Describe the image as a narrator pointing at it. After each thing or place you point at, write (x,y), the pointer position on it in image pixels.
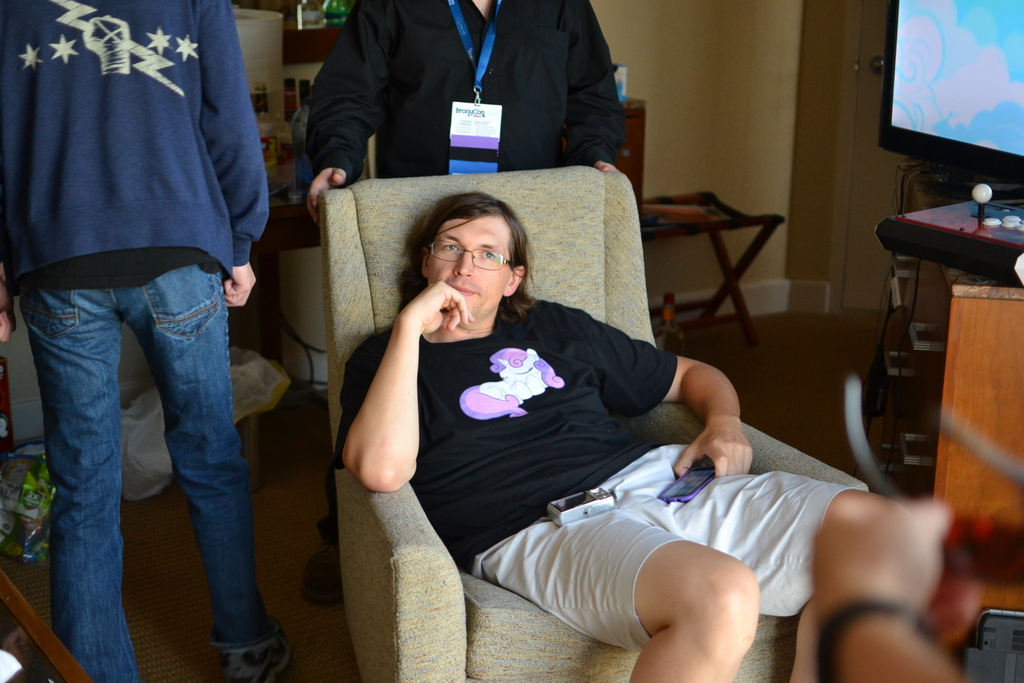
In this image i can see a man (530,476) sitting on the couch (440,603), In the background (254,228) i can see 2 other person (461,83) standing, the wall (683,123), a television screen (935,115) and the joy stick (959,223).
